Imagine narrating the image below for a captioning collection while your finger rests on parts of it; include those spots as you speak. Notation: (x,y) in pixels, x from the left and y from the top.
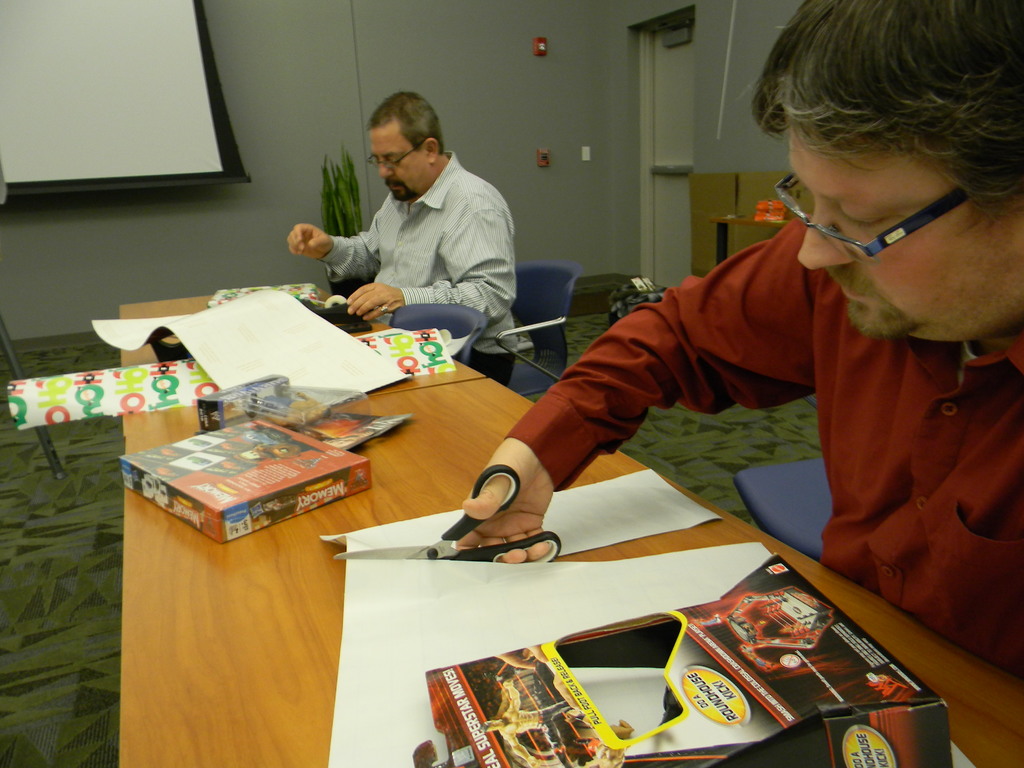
In this image, we can see persons (976,450) wearing clothes (513,294) and sitting on chairs (814,497) in front of the table (449,451). This table (389,477) contains boxes (253,431) and papers (340,360). There is a person (895,452) on the right side of the image (928,482) cutting paper (416,638) with scissors (452,553). There is a screen (153,52) in the top left of the image (153,52).
